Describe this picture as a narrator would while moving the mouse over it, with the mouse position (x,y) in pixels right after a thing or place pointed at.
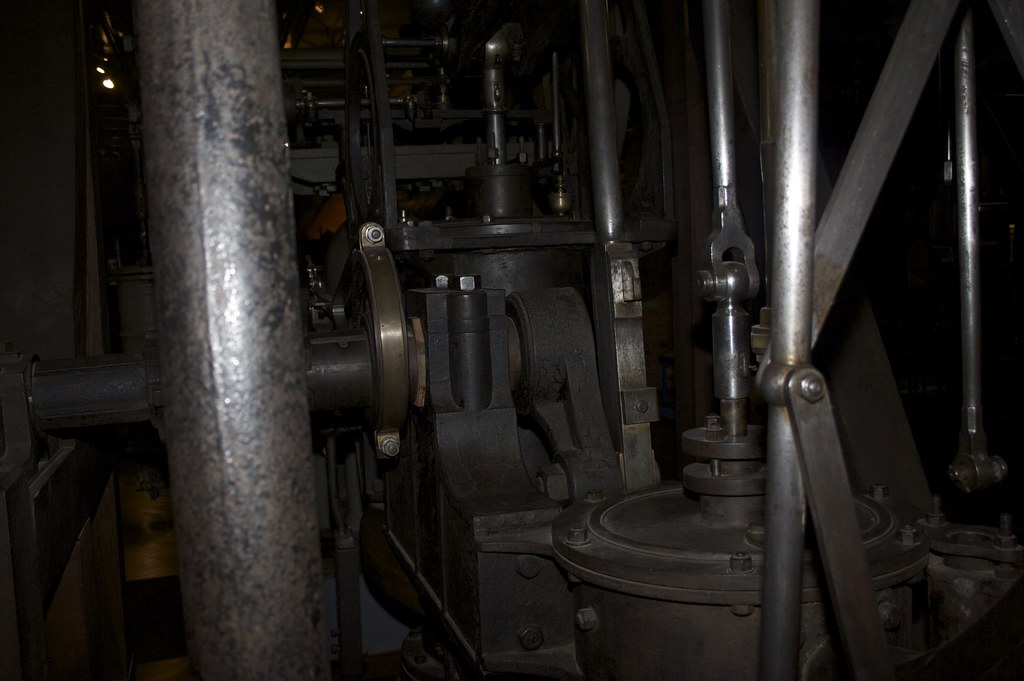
In this picture we can see rods (216,618), lights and some objects (516,317) and in the background (390,13) it is dark.
